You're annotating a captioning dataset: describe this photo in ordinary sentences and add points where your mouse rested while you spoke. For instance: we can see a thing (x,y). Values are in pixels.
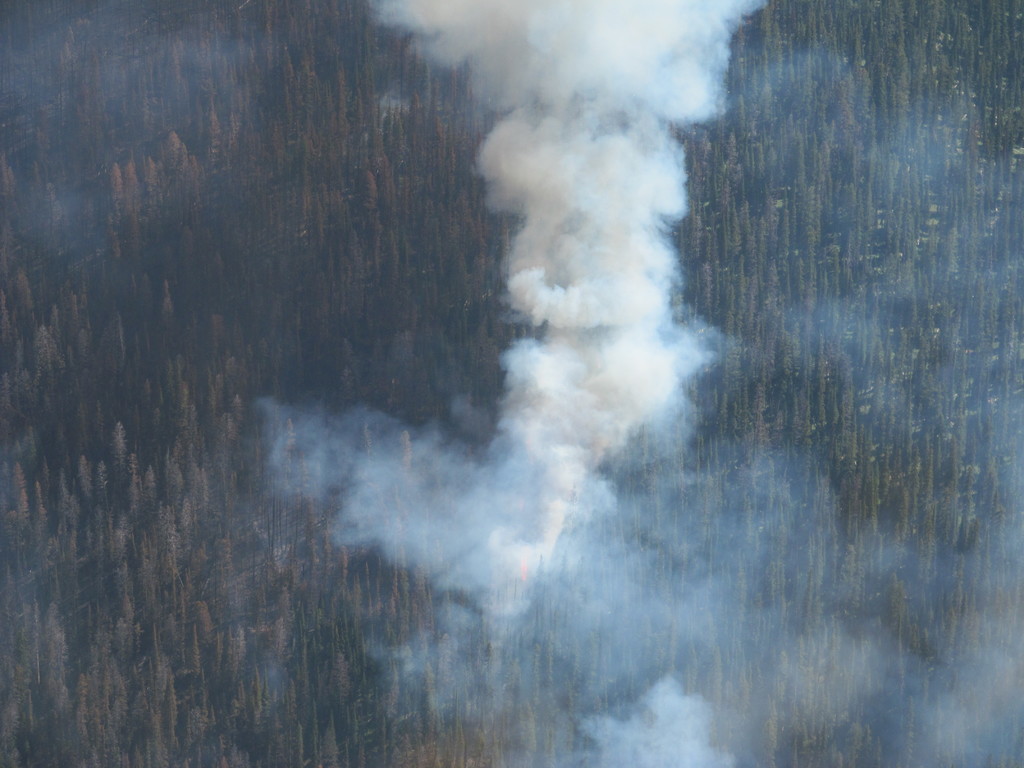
In this given picture, I can see a smoke (577,330) lot of trees (352,280).
